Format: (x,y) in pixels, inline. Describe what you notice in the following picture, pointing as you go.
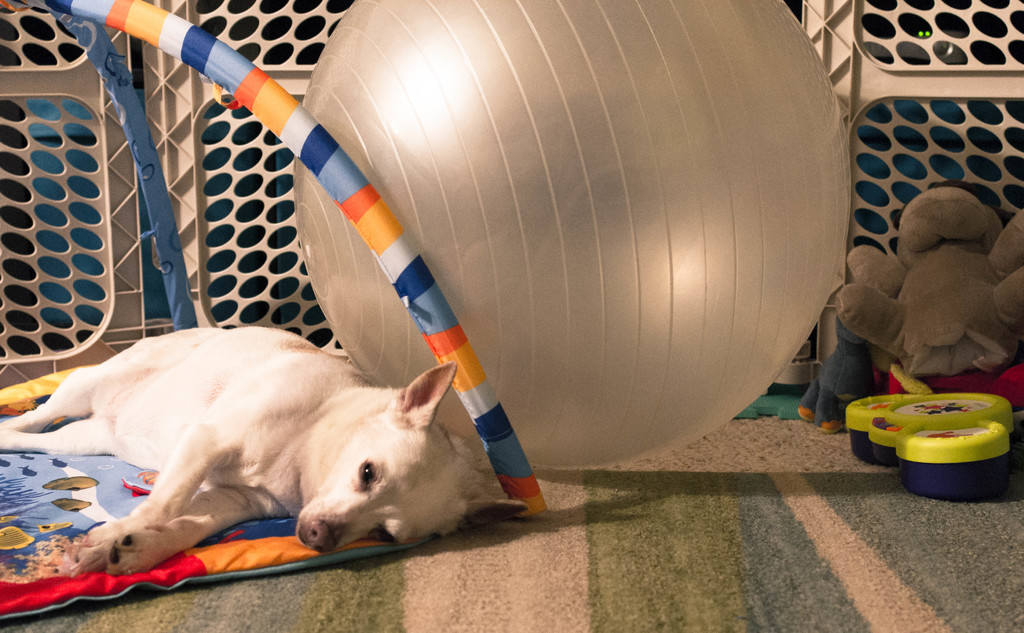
In this image we can see a dog (299,435) lying on the floor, carpet (766,548), soft toys (865,284) and a quilt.
